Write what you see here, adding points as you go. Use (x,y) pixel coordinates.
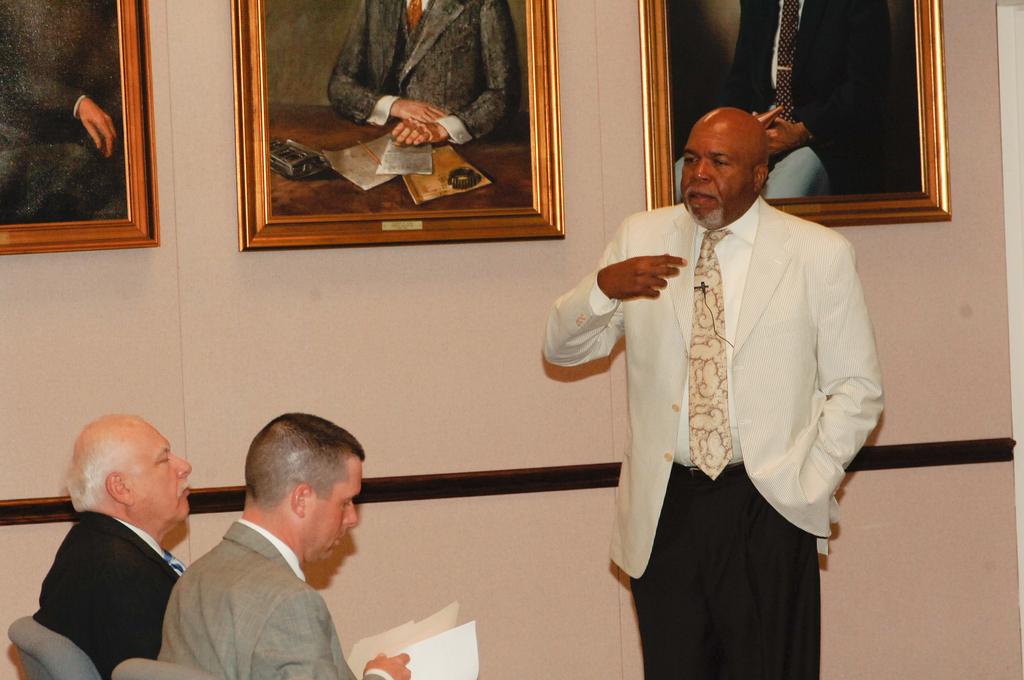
In this image, we can see some people (251,596). Among them, some people (237,599) are sitting. We can also see the wall (393,450) with some photo frames (874,113).
